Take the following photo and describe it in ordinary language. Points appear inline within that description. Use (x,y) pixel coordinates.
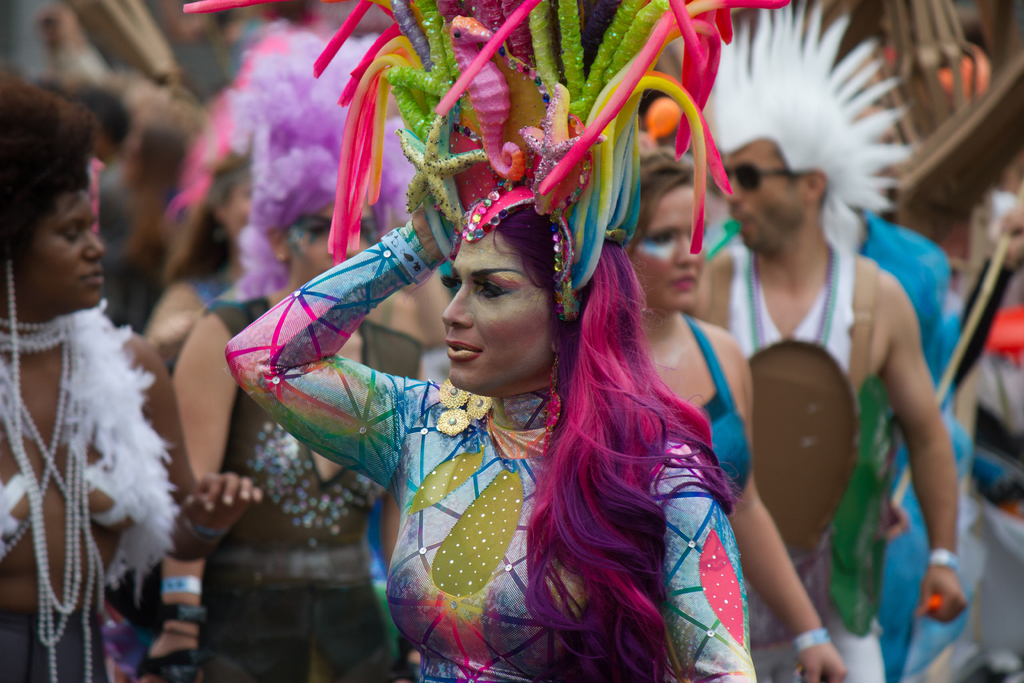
In the picture we can see some women (348,537) and men (954,495) are standing in different costumes (337,556).
